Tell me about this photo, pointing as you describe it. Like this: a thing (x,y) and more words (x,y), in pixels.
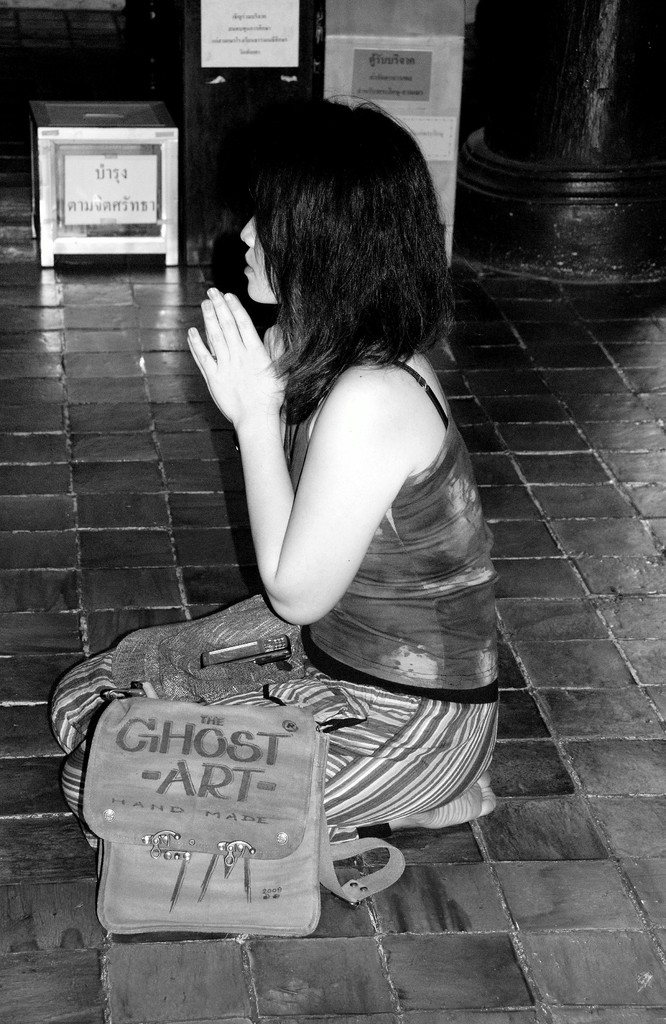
In this image I can see the person (353,631) sitting on the floor (465,903). To the side I can see the bag (118,860). In the back (34,190) there are some boxes (231,133) and the stickers (297,29) attached to that. To the right (563,126) I can see the pillar (537,233) and this is a black and white image.
